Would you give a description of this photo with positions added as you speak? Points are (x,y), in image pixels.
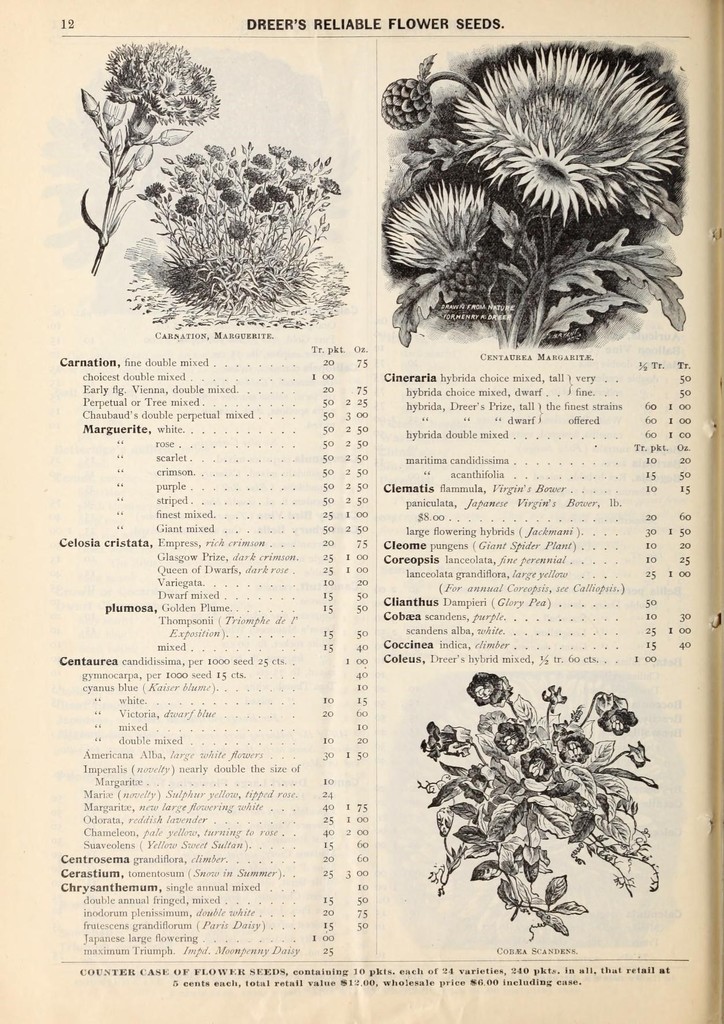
In this image I can see the paper (42,591). On the paper (123,593) I can see the plants (213,232) with flowers (475,699) and the text (261,549) written. The paper (200,653) is in black and cream color.
